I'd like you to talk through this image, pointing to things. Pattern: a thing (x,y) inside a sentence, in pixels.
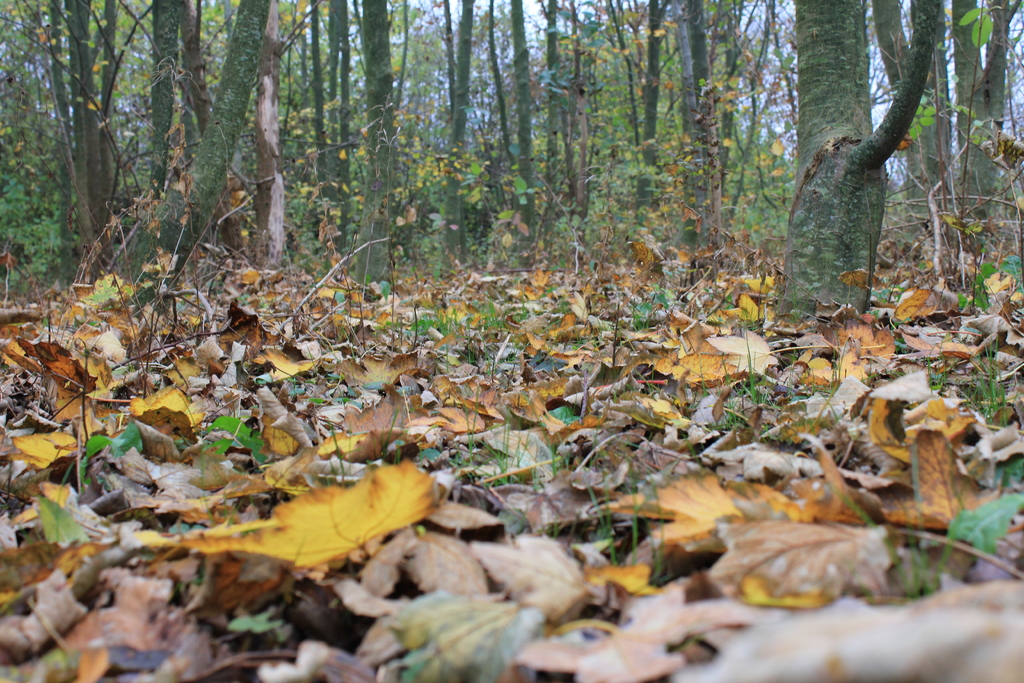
There are many dry leaves (277,454) on the ground (65,342) and there are plenty of leaves (303,180) around the trees (548,145).
